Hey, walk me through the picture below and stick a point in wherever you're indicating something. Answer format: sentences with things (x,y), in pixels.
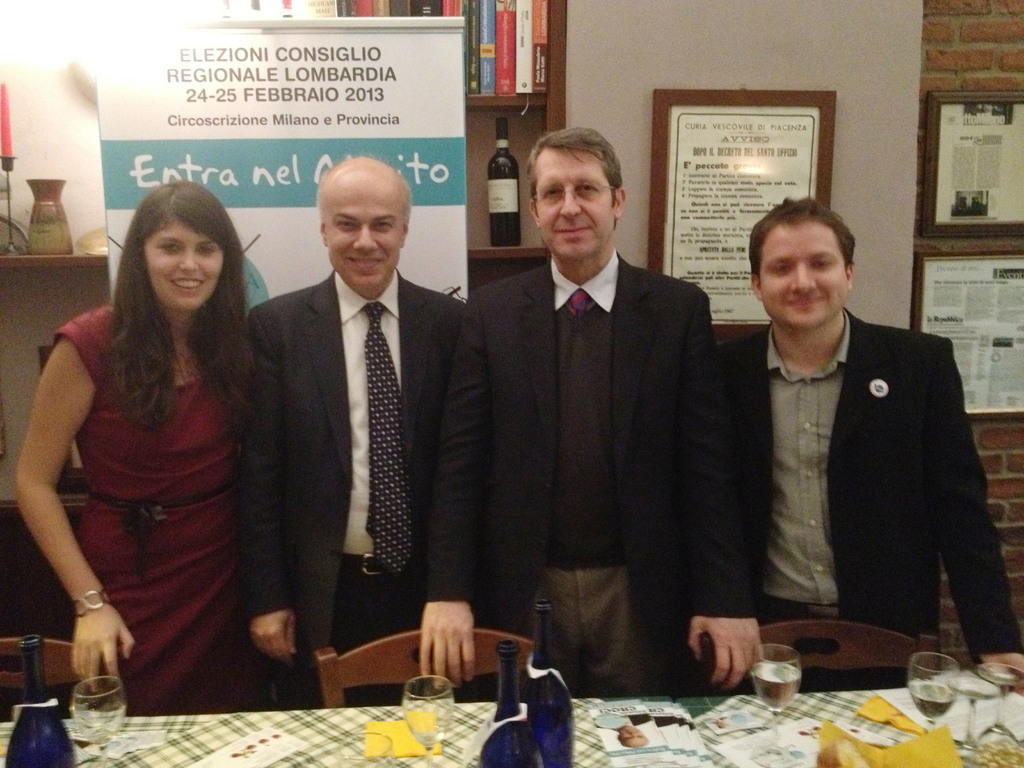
There are four persons (502,429) standing and there are few chairs (845,637) and a table (420,758) in front of them which has few objects (656,745) placed on it and there is a book shelf (467,49) and a photo frame (755,169) behind them.
